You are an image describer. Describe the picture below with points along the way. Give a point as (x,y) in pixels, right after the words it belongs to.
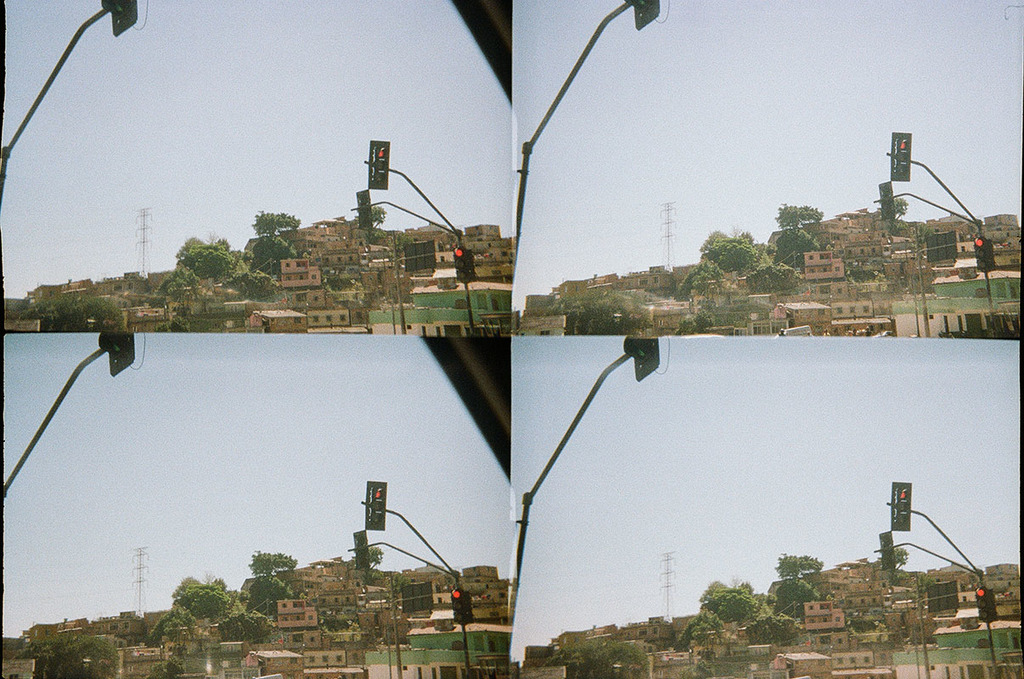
In this image we can see four pictures (192,631) where we can see traffic signal poles (371,485), boards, buildings (342,609), trees (153,629), tower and the sky (221,389) in the background (402,507).
